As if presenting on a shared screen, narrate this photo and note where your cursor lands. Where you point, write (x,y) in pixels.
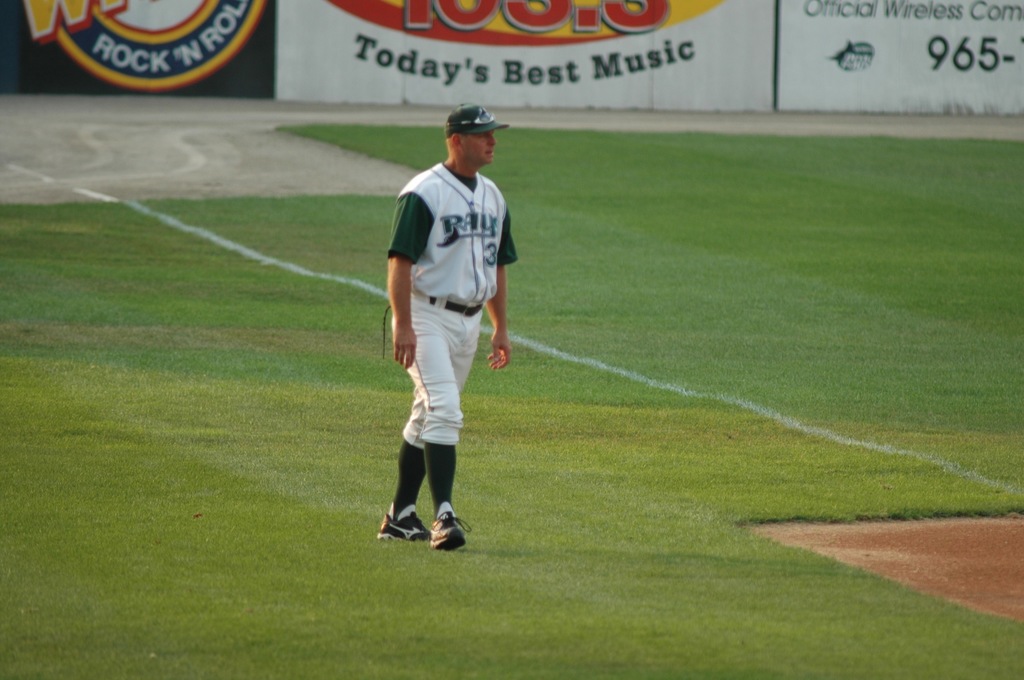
In this picture we can see a man (431,419) wore a cap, shoes (456,544), walking on the grass (621,359) and in the background (901,90) we can see posters (339,38).
